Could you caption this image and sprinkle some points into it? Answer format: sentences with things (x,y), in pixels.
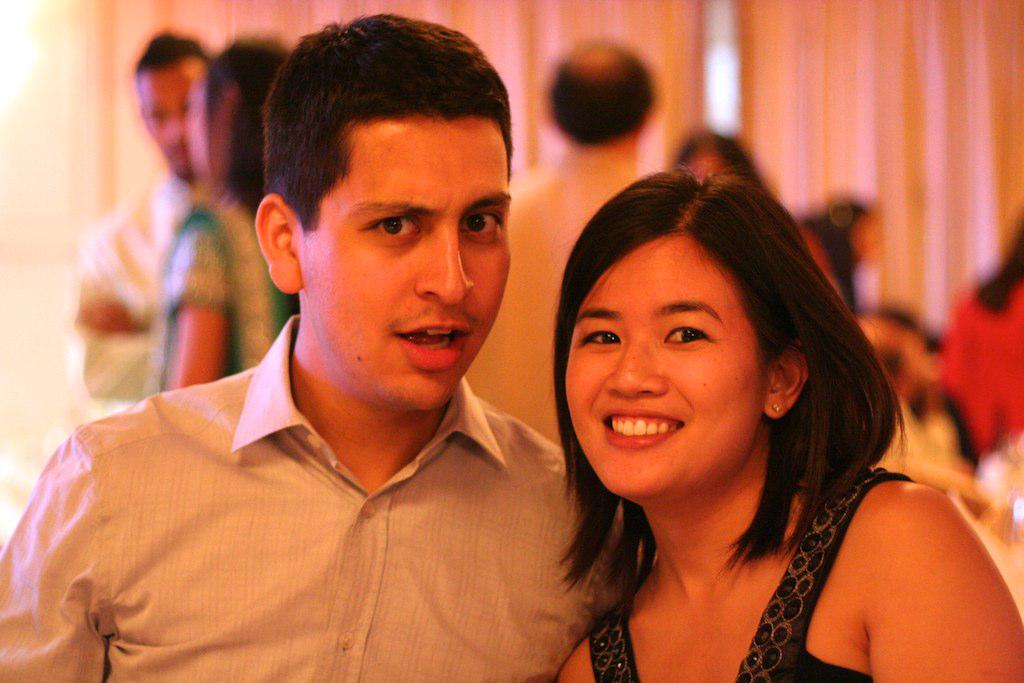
This image is taken indoors. In the background (761,63) there are two curtains (948,278) and a few people (954,326) are standing. In the middle of the image (417,341) there is a man (330,405) and a woman (638,450) and the woman (723,378) is smiling.
